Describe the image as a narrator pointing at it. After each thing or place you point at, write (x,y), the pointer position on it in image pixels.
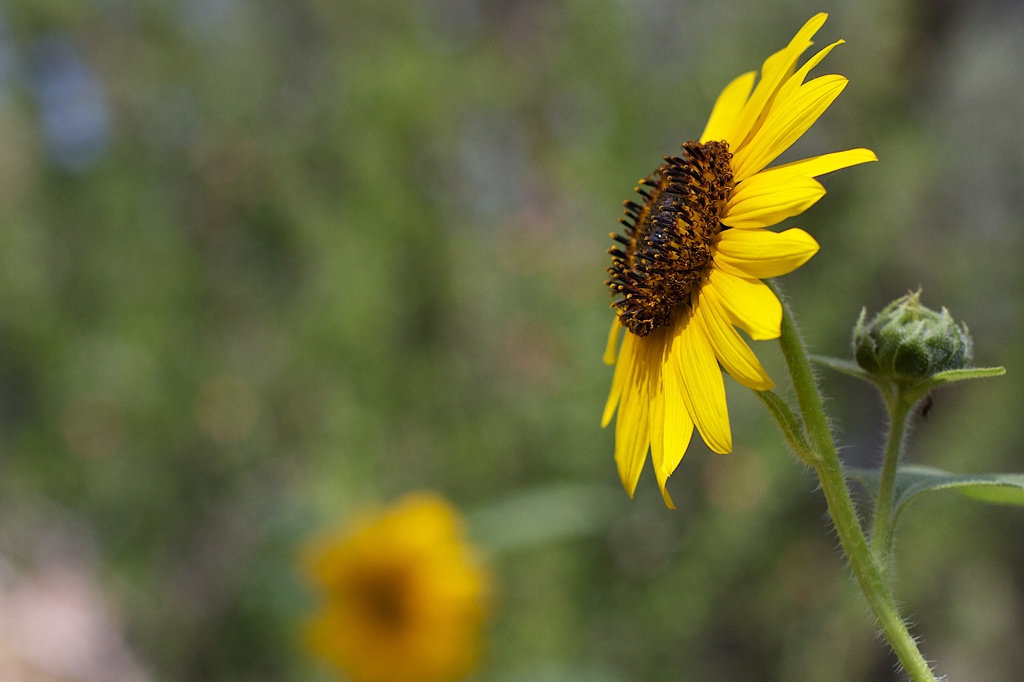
In this picture we can see flowers (641,329) and in the background (276,360) we can see plants (573,249) and it is blurry.
